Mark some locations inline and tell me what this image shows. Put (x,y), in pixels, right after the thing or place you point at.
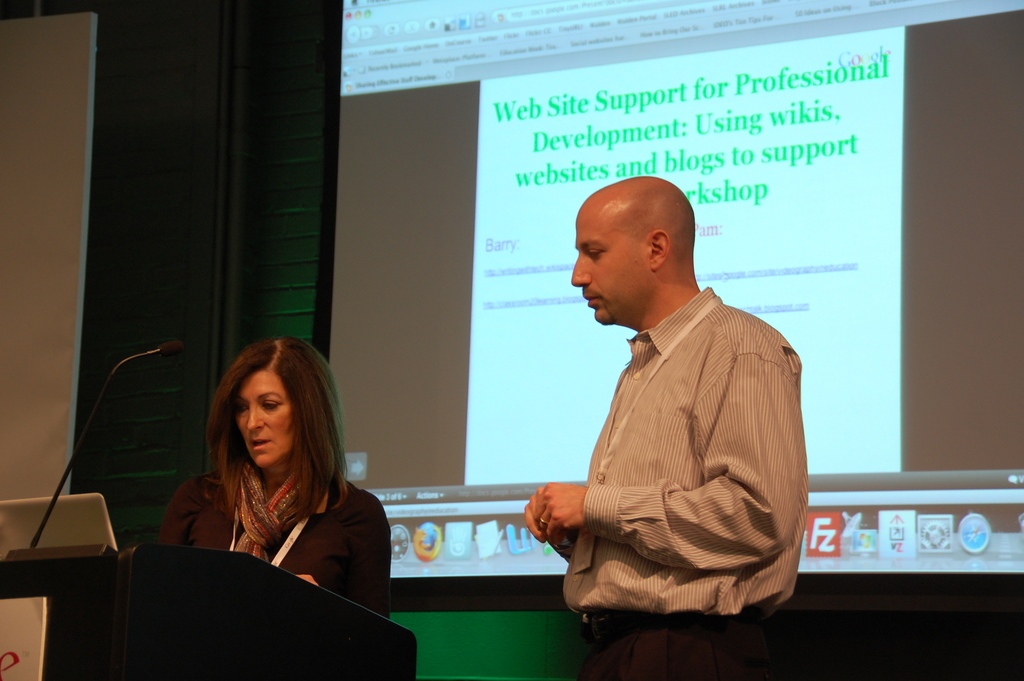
In this image we can see a woman (282,561) standing at the podium (141,558) and at the podium (181,562) we can see a laptop (59,527) and a mic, a man (673,386) standing on the floor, and a display screen (765,138).
